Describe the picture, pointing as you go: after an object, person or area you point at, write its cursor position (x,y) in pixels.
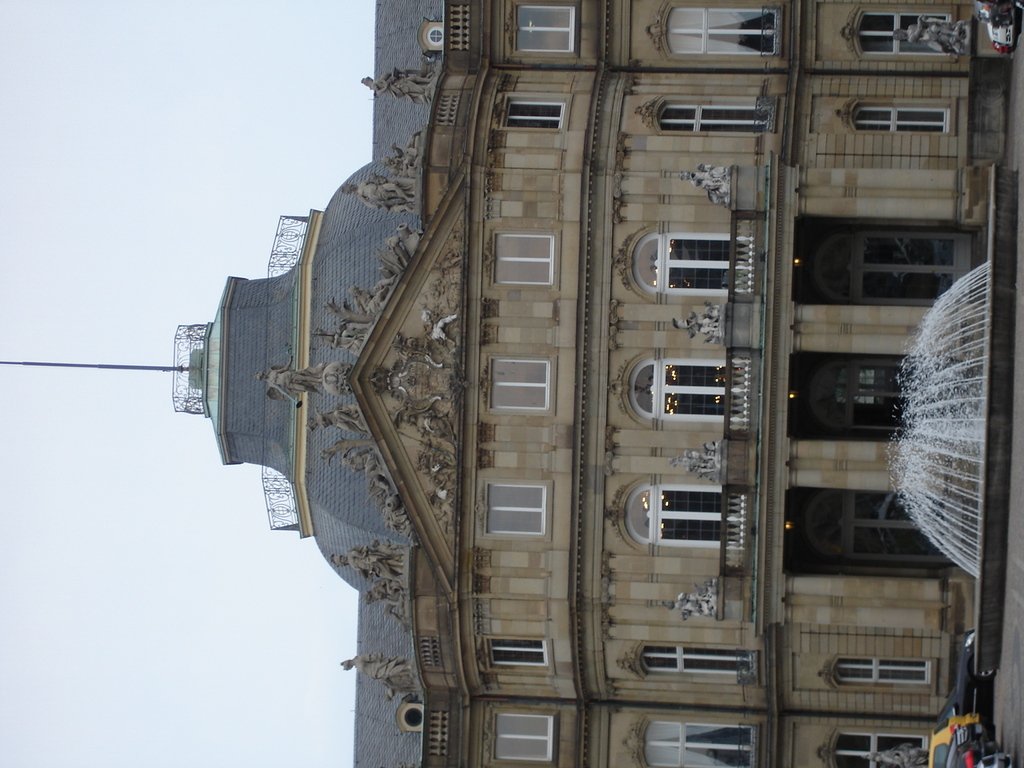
In this picture there is a building (681,415) on the right side of the image (806,460), on which there are windows (682,273) and there is a fountain (902,425) and cars (936,748) in front of it.
